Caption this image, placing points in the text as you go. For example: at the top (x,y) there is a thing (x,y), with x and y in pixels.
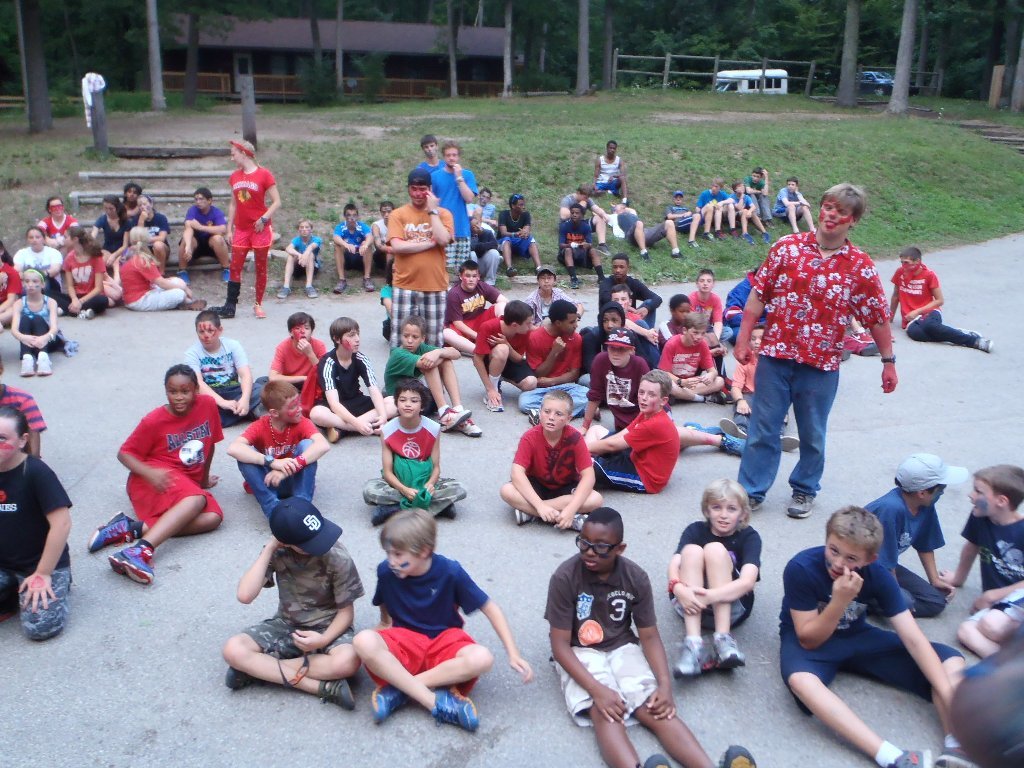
As we can see in the image there are group of people (306,389), stairs (161,189), trees (141,63) and buildings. There is grass (703,158) and two vehicles (777,82).
